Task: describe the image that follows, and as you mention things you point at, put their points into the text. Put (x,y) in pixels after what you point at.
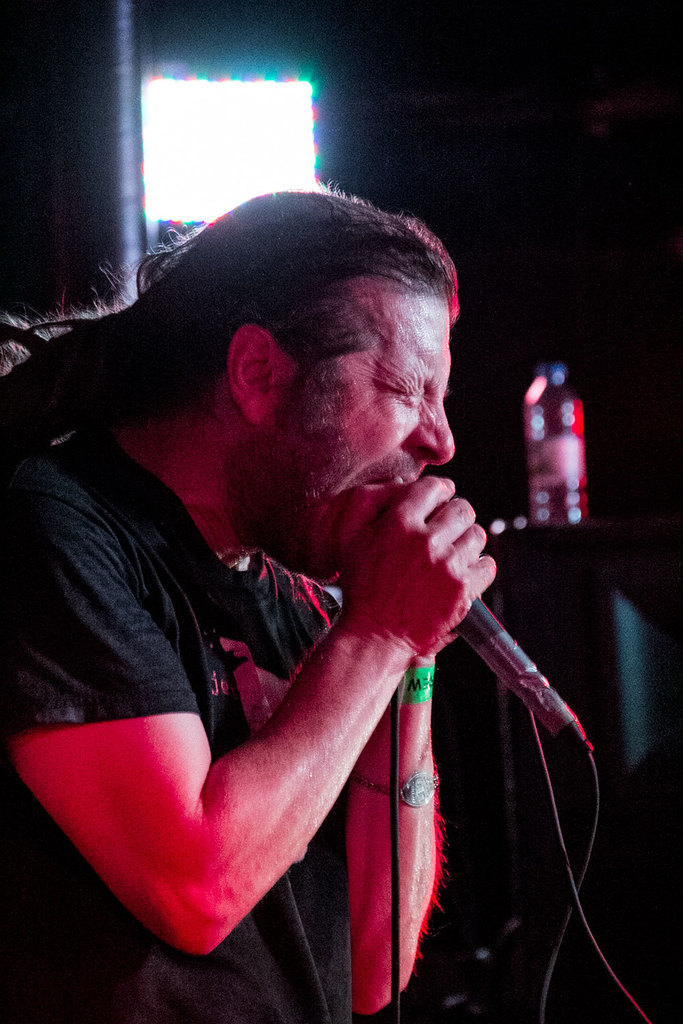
In this image we can see a person (457,589) holding a mic (531,709). On the backside (617,591) we can see a bottle (579,455) on the table (527,575).
